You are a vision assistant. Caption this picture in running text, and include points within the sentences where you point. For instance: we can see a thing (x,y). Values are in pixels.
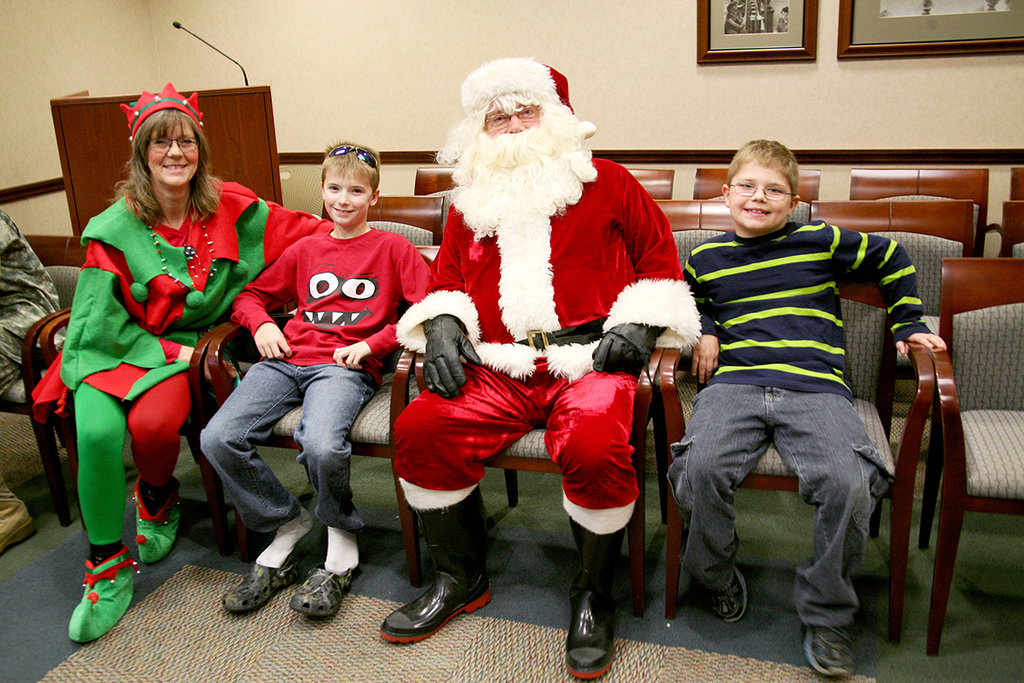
In this picture we can see two children's (360,222) and one woman (201,216) and one men (514,122) wore costumes (255,225) and they are smiling and sitting on chairs (855,335) and in background (157,43) we can see podium (260,95) with mic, wall (520,55) with frames (848,36).
